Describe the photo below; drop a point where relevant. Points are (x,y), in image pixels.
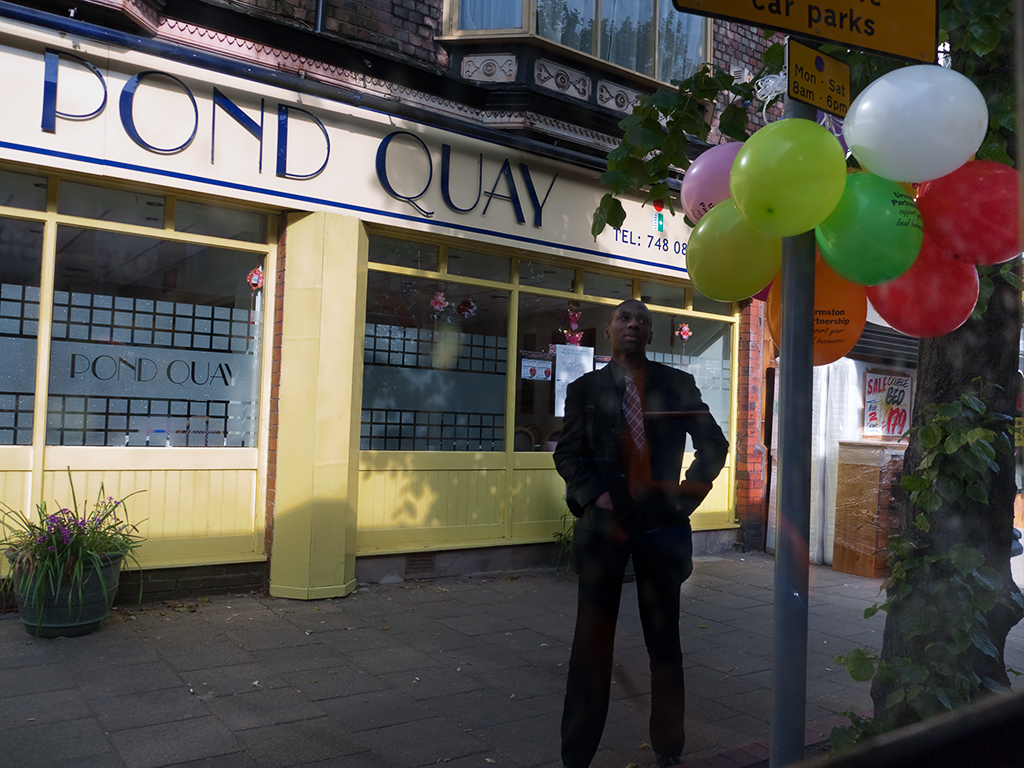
In this picture there is a sign poles (784,680) and balloons (809,168) on the right side of the image (703,254) and there is a person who is standing on the right side of the image (694,420), there is a building (441,261) in the center of the image (530,323), there is a trunk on the right side of the image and there is a plant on the left side of the image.
